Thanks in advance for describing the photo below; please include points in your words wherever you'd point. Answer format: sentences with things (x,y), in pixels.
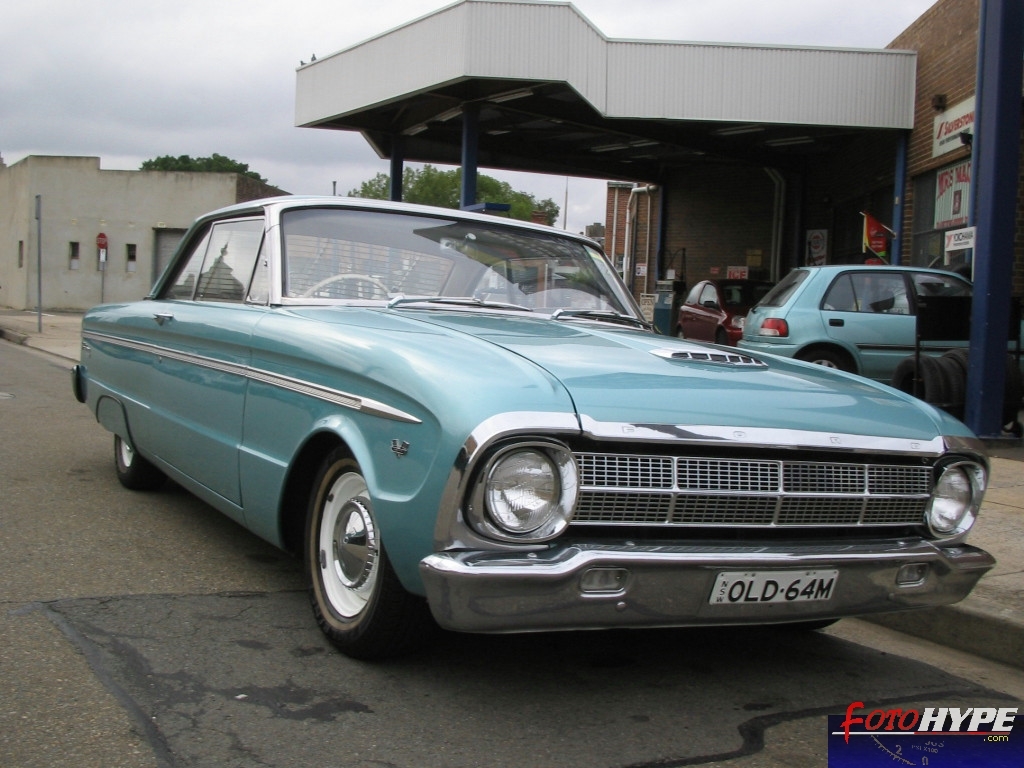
In front of the image there is a car (383,387) on the road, behind the car (520,420) there are two other cars (712,329), in the background of the image (107,227) there are houses (526,130) and trees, on the houses (935,211) there are posters (946,122) and there are a few metal rod pillars (473,160) in front of the house (697,166), at the bottom of the image (899,718) there is some text (951,716) with logo (921,731), on the pavement (74,317) there are sign boards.
